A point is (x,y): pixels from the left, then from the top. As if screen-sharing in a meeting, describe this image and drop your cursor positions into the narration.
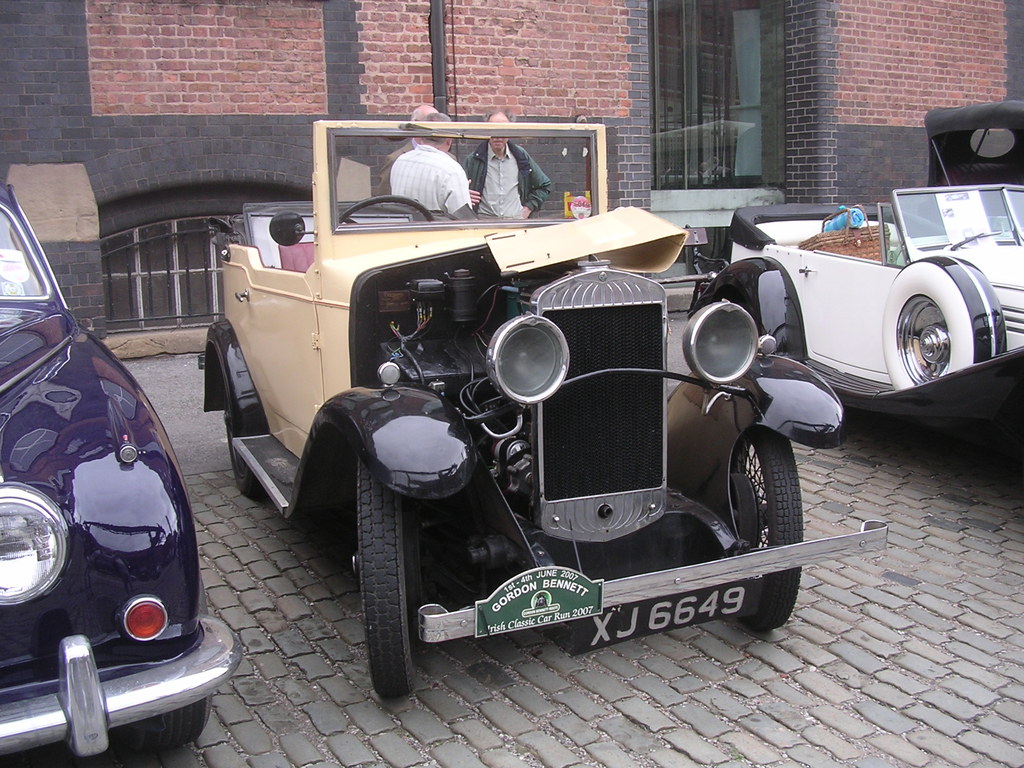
In this image in the center (511,379) there are some vehicles (527,373), and in the background (468,204) there are some people (501,170), buildings (784,108) and at the bottom (830,607) there is floor (865,512).
